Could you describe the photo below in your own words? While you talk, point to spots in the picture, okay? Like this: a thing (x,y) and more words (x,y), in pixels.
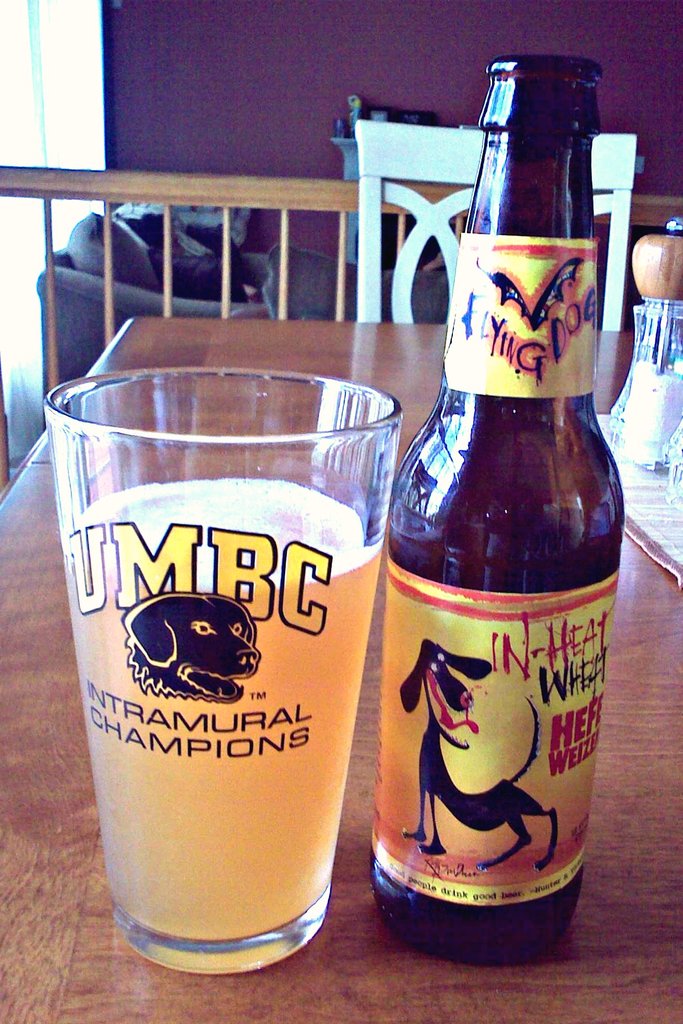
In this picture we can see a table (396,343). On the table (412,329) there is a glass (211,972) and bottle (580,583). Here we can see a chair (398,169) and this is wall (181,94).
